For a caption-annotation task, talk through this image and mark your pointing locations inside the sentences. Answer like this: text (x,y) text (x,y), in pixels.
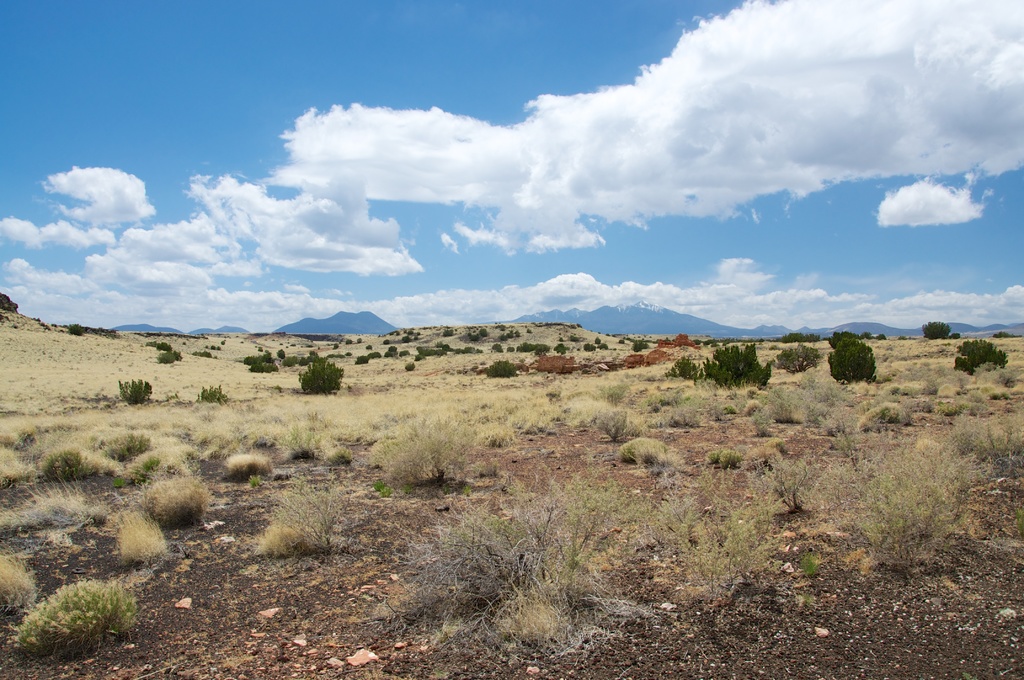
In this image I can see an open grass ground (474,427) and on it I can see number of plants (13,571). In the background (533,309) I can see mountains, clouds (1018,94) and the sky (204,125).
